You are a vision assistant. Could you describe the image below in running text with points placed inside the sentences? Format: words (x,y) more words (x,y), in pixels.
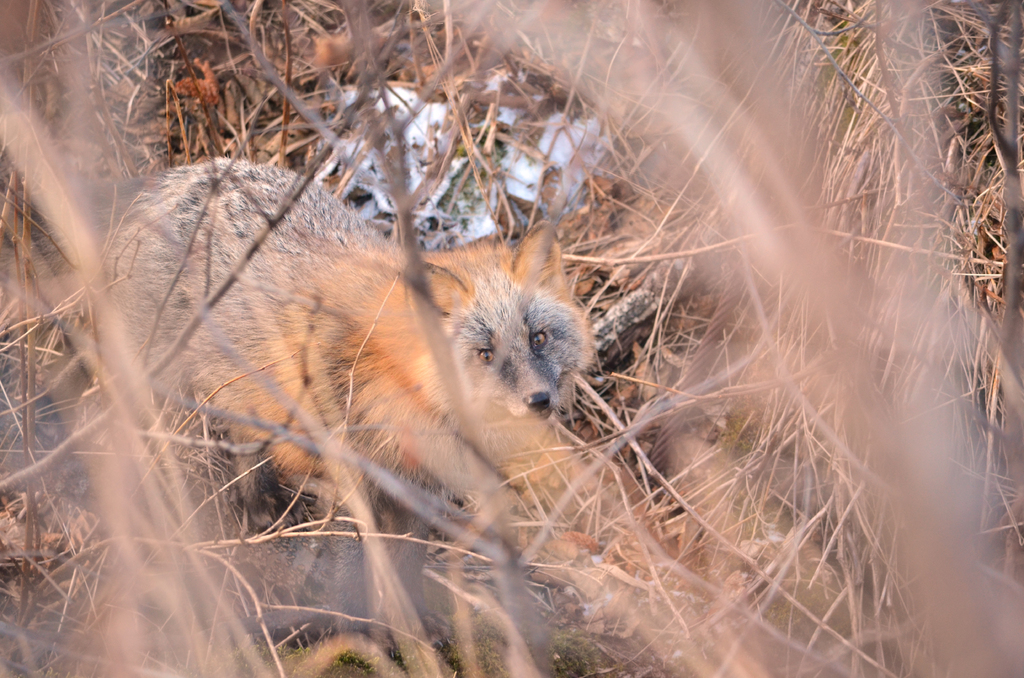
In this image in the front (420,495) there is dry grass (526,575) and in the center (392,373) there is an animal (325,325) and there is an object (423,145) which is white in colour on the grass (495,137).
